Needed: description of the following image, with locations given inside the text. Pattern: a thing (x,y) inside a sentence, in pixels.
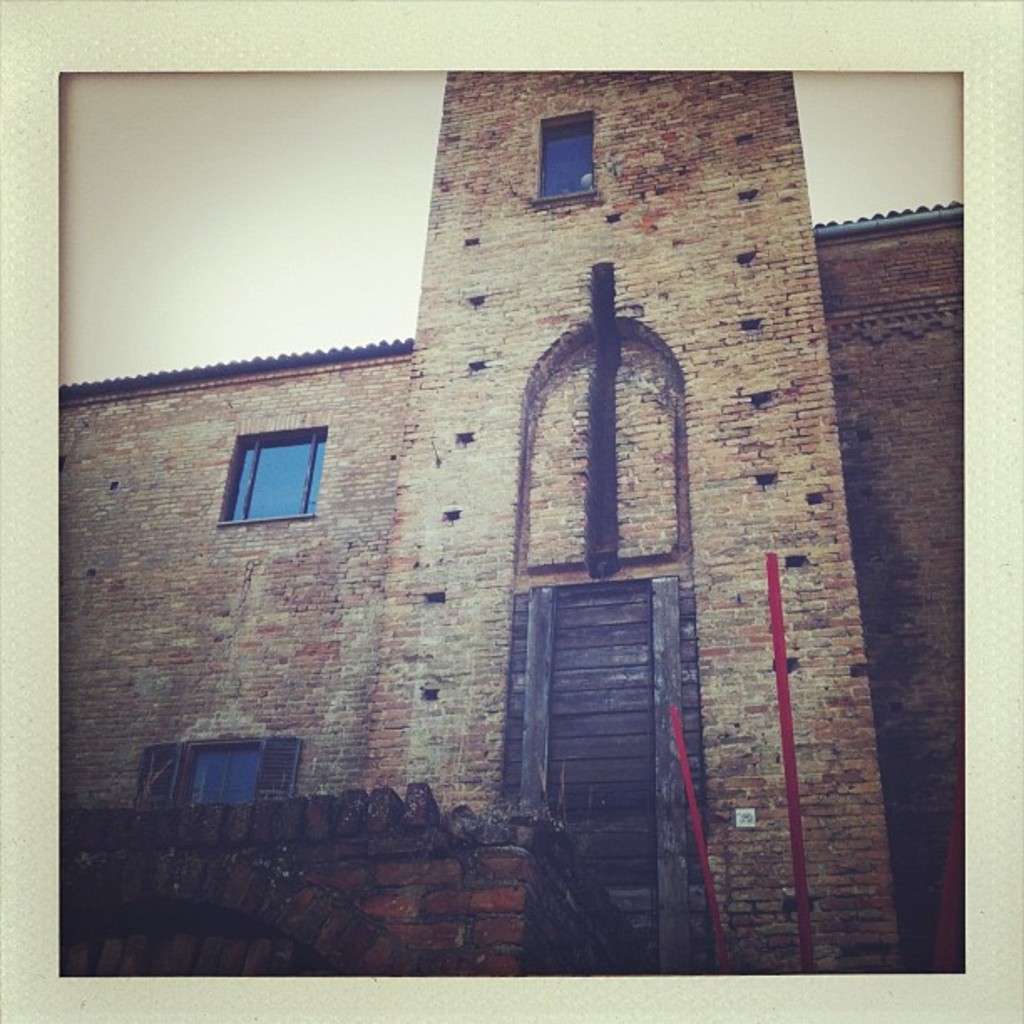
It is an edited image, in the picture there is a building (357,524) made up of bricks (454,684) and there are three windows (228,756) of the building (380,662) visible in the picture.
